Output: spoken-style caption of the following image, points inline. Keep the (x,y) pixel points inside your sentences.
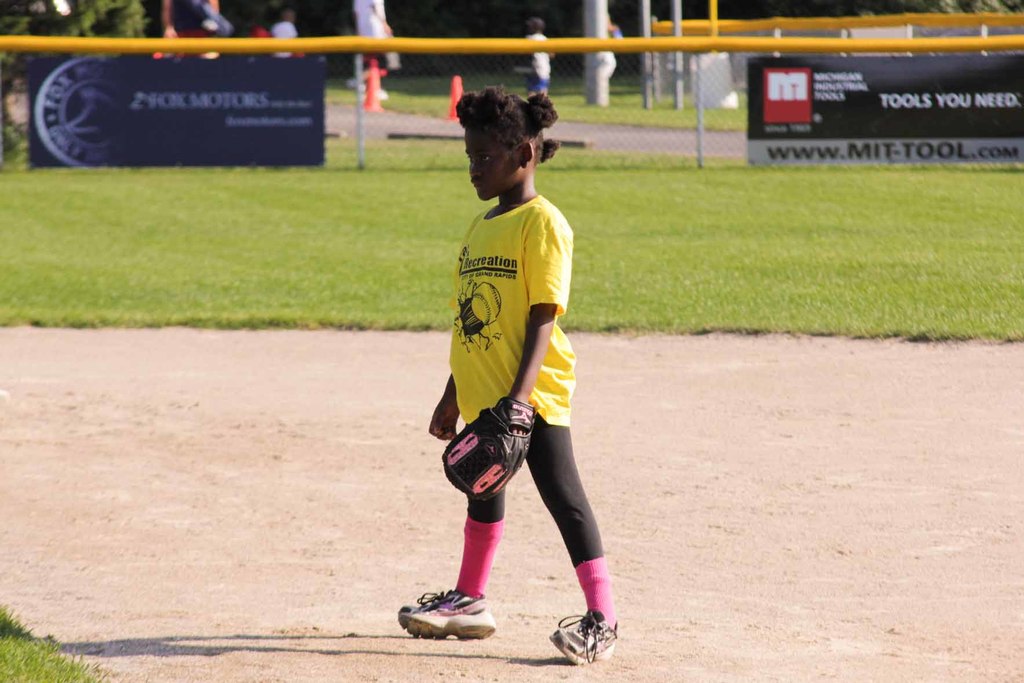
In this picture we can see a child (494,137) wore shoes (596,613), glove (471,486) and standing on the ground (440,452) and in the background (135,288) we can see the grass (386,197), fences (227,39), banners (114,157), trees (478,17), some people (209,53) and some objects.
